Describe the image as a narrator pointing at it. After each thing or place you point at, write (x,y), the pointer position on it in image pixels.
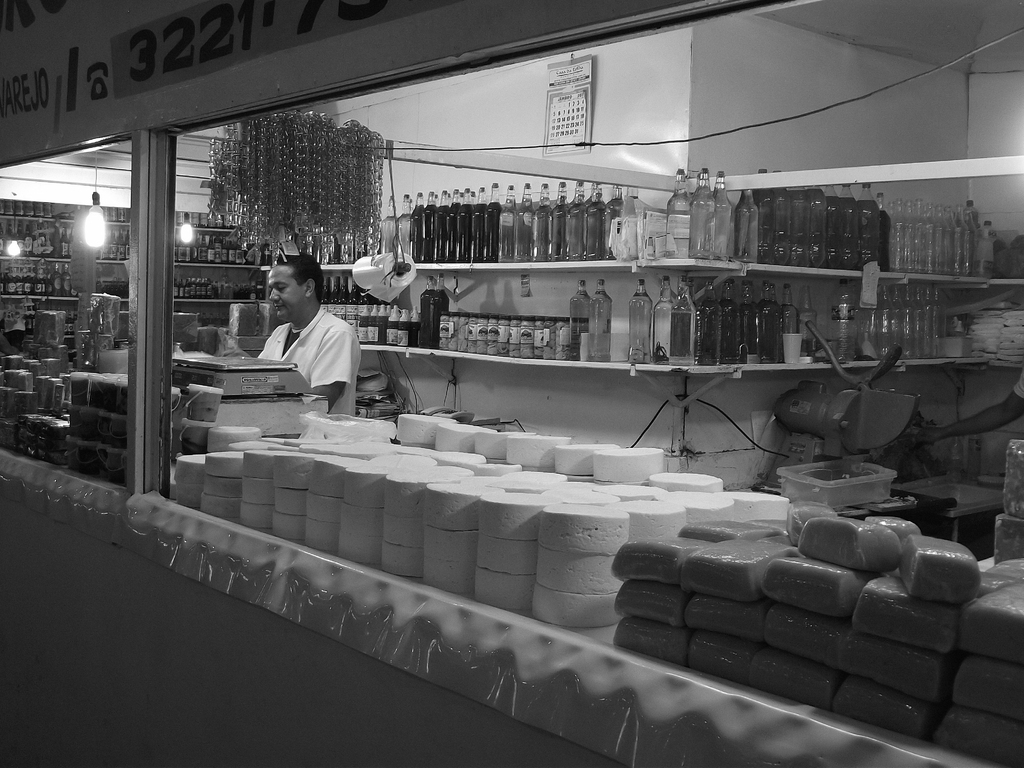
This is a black and white image. In this image we can see a shop (231,253). On the shop (230,100) something is written. Also there are many items (187,417). And there is a weighing machine (260,369). And there is a person (309,330) standing. And there are lights (96,215). In the back (561,116) there is a wall (616,83) with a calendar (570,98). Also there are racks (657,364). On the racks (738,322) there are bottles (692,232). And there is a box (811,472). Also there is a machine (836,410).
